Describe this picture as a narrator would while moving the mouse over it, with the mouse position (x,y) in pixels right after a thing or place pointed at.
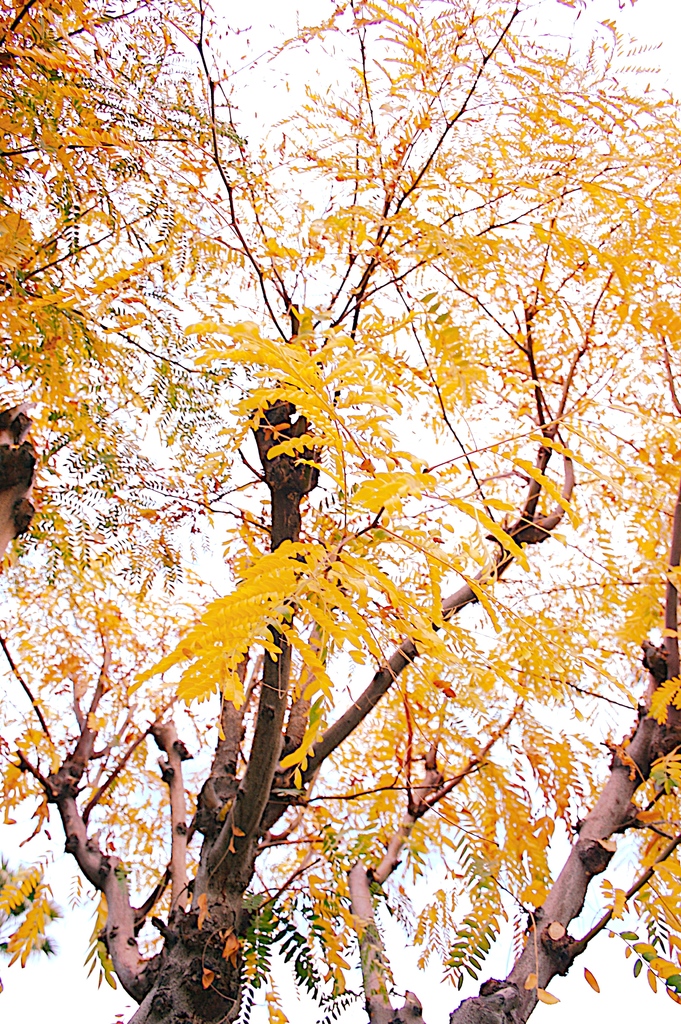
In this image we can see trees (279,528) and sky (471,530).
